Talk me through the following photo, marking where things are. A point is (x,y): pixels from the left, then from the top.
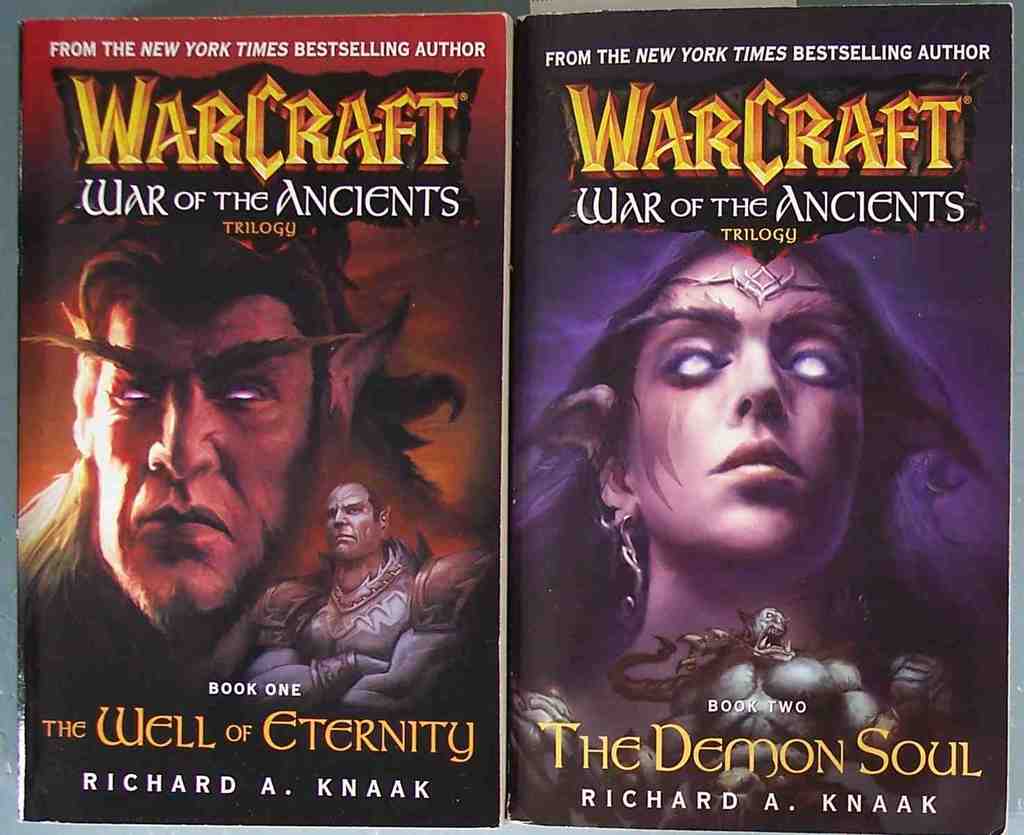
In this image in the center (353,553) there are two books (311,411), and on the books (290,471) there are four figures (724,493) and some text (130,191).
